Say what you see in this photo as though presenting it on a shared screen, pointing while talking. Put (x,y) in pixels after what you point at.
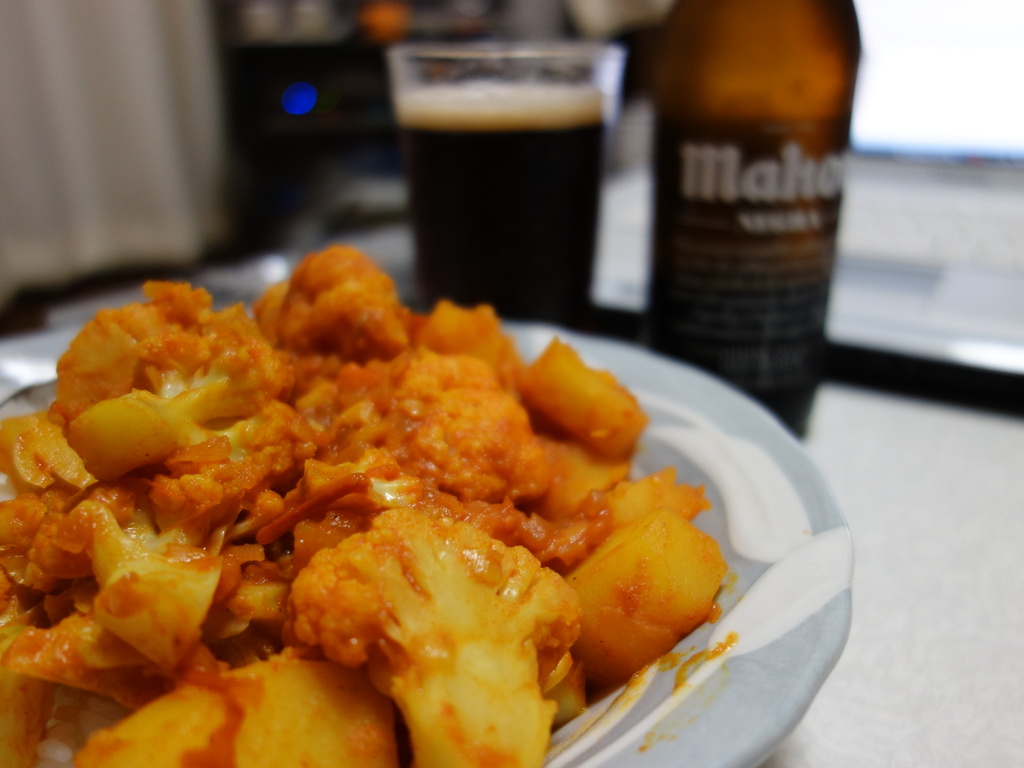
In this image we can see food (480,539) in a plate (680,740), bottle (757,22), and a glass (548,139) with drink (523,99) on a platform (1007,748). There is a blur background (151,40).
